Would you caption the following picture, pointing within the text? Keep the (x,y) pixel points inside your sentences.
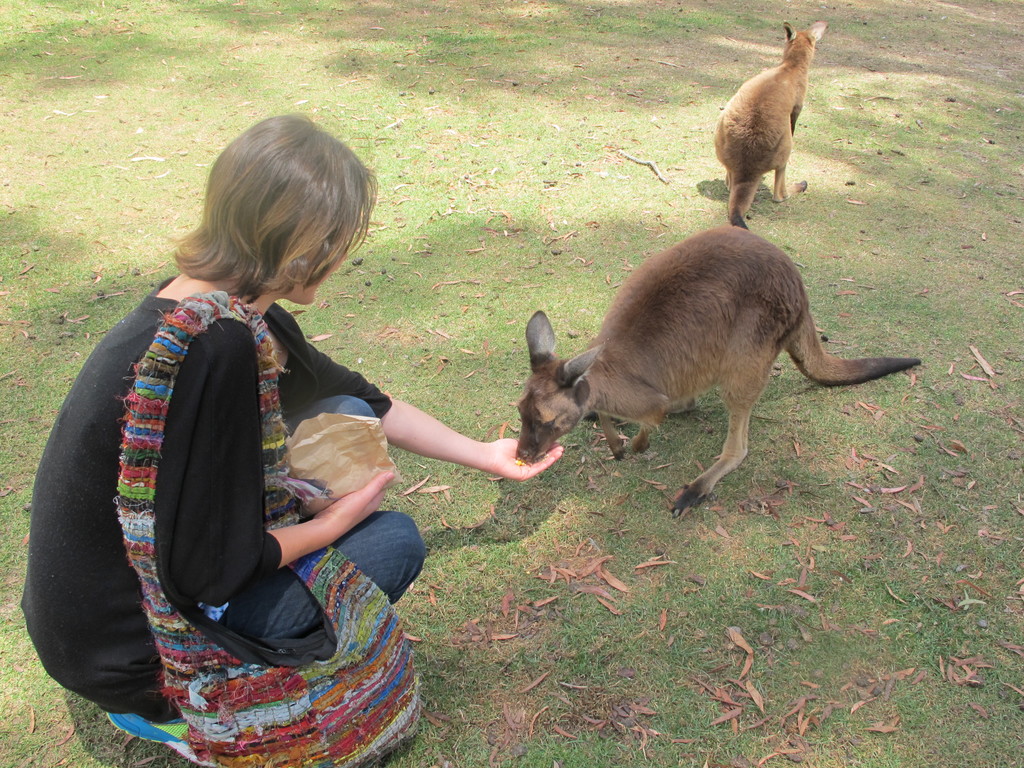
There is a lady (134,378) wearing a bag (135,408) and holding something in the hand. In front her there are kangaroos (703,254). On the ground (490,200) there is grass (767,538).
